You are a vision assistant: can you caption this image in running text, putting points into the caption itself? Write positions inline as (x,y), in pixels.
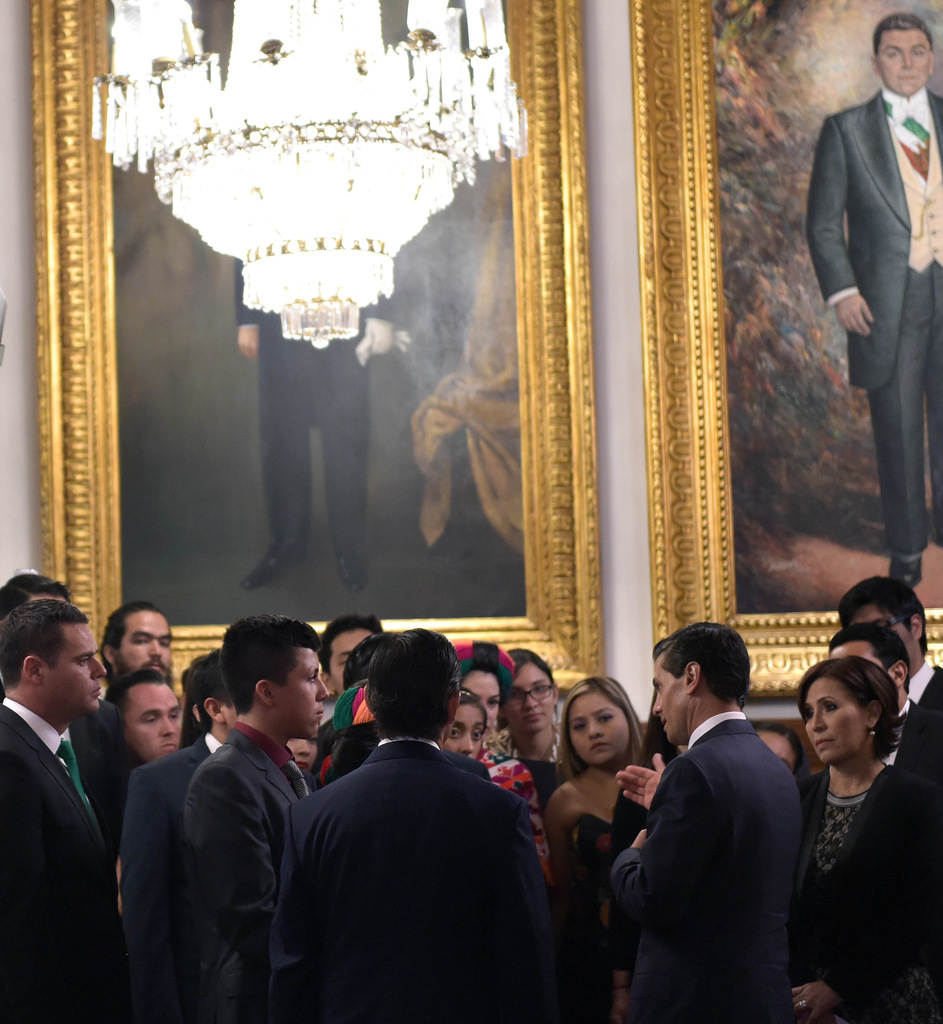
In this image, we can see people (380,645) standing and in the background (642,407), there are frames (649,386) placed on the wall (608,517) and at the top (283,312), there is light (307,163).
